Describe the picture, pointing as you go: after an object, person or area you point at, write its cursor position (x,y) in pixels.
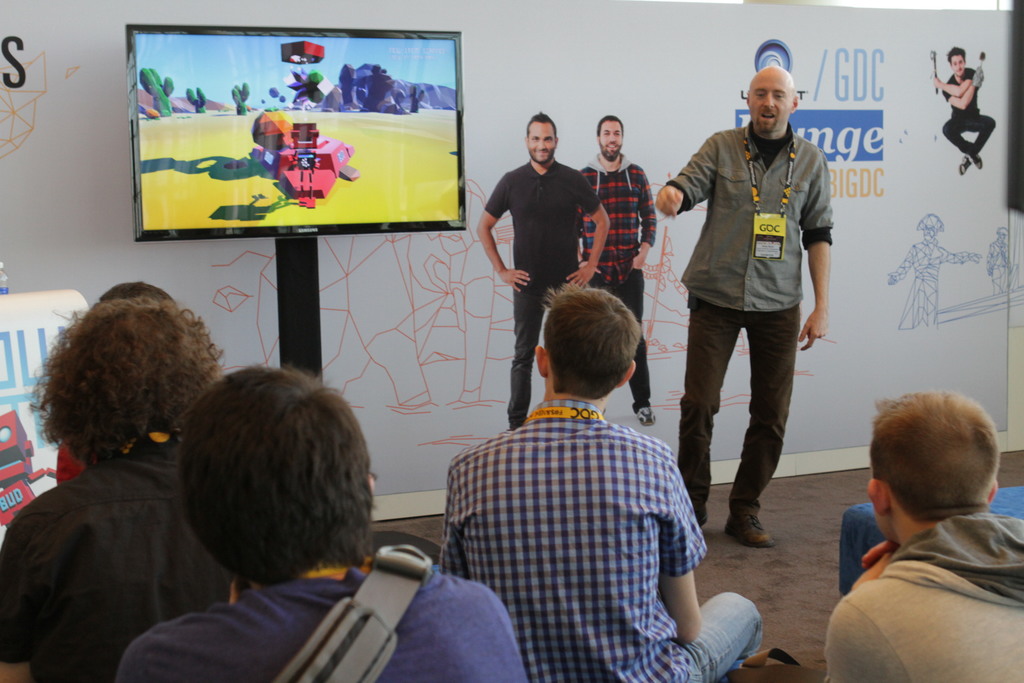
There are many people (524,583) sitting. In the back (758,226) there is a person (720,276) standing and wearing a tag (769,213). Also there is a television (295,196) with a stand (280,280). In the background (588,59) there is a wall (287,10) with pictures (570,202) of persons (576,186), paintings (1001,243) and something is written.
